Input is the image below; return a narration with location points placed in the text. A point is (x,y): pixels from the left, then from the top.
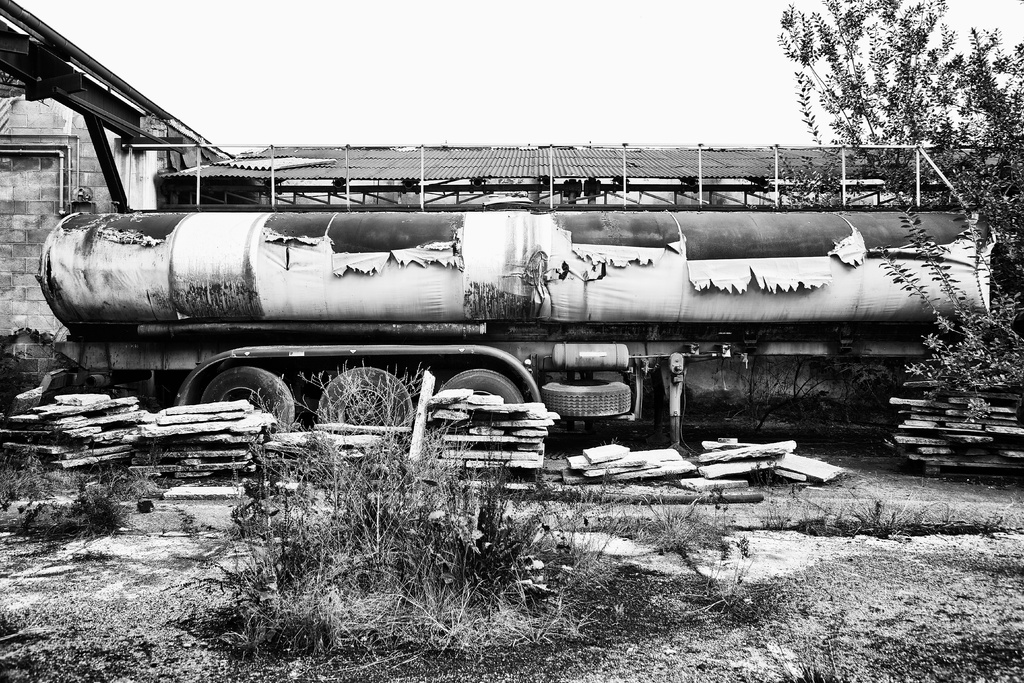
In the picture we can see a diesel tank (874,217) on the wheel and just beside to it, we can see some marbles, placed on the path (892,553) and we can also see some plants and in the background (86,70) we can see a shed (38,68) and some tree (1008,183) and a sky (437,94).
